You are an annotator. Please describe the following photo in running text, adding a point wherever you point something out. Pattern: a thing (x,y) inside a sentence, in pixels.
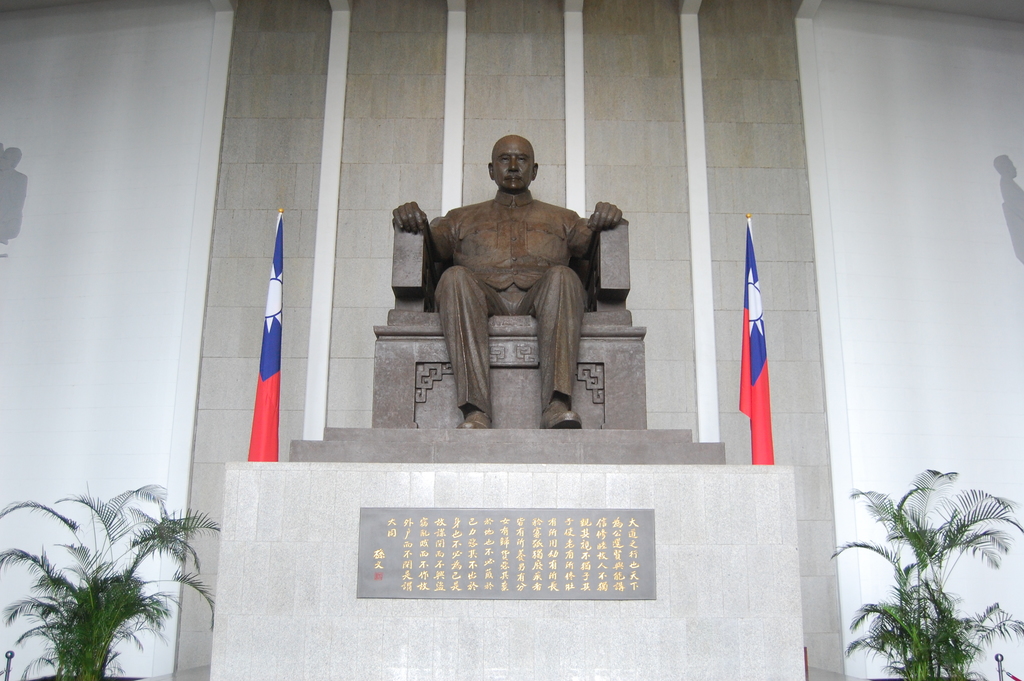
In this image, we can see a wall (330,152). There is a statue (613,370) in between flags (759,446). There is a plant (115,627) in the bottom left (85,628) and in the bottom right of the image (884,622).
